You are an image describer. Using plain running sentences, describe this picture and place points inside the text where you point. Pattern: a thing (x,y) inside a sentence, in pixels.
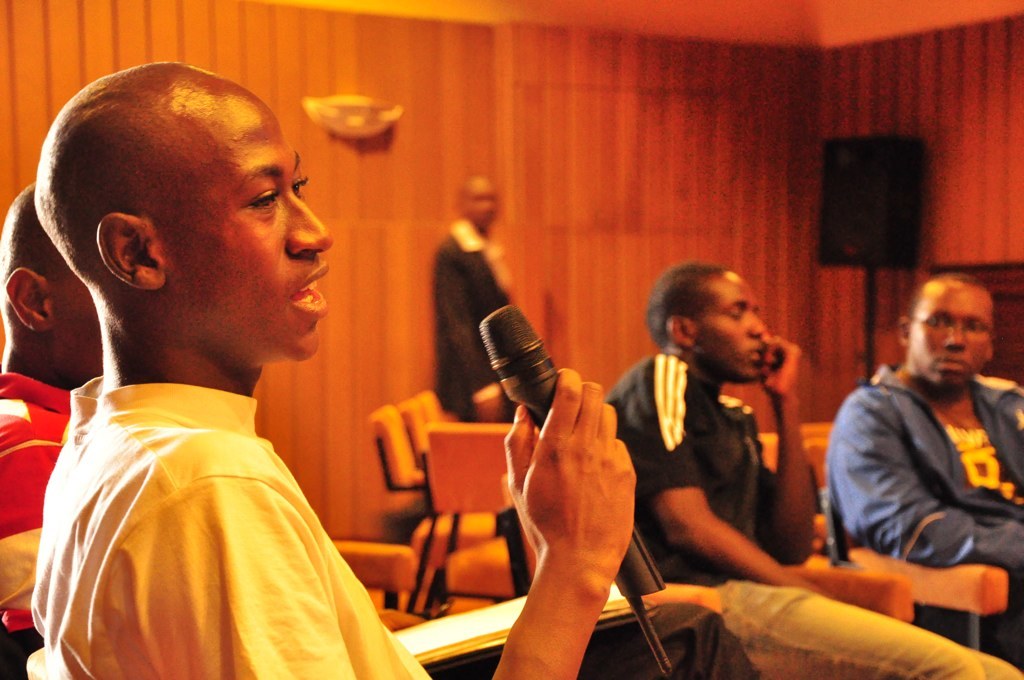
In this picture there is a group of African boys (284,524) sitting on the chair (498,559) and one is speaking on the black microphone (651,585). Behind there is a wooden panel wall (581,183) and black speaker (873,149).
